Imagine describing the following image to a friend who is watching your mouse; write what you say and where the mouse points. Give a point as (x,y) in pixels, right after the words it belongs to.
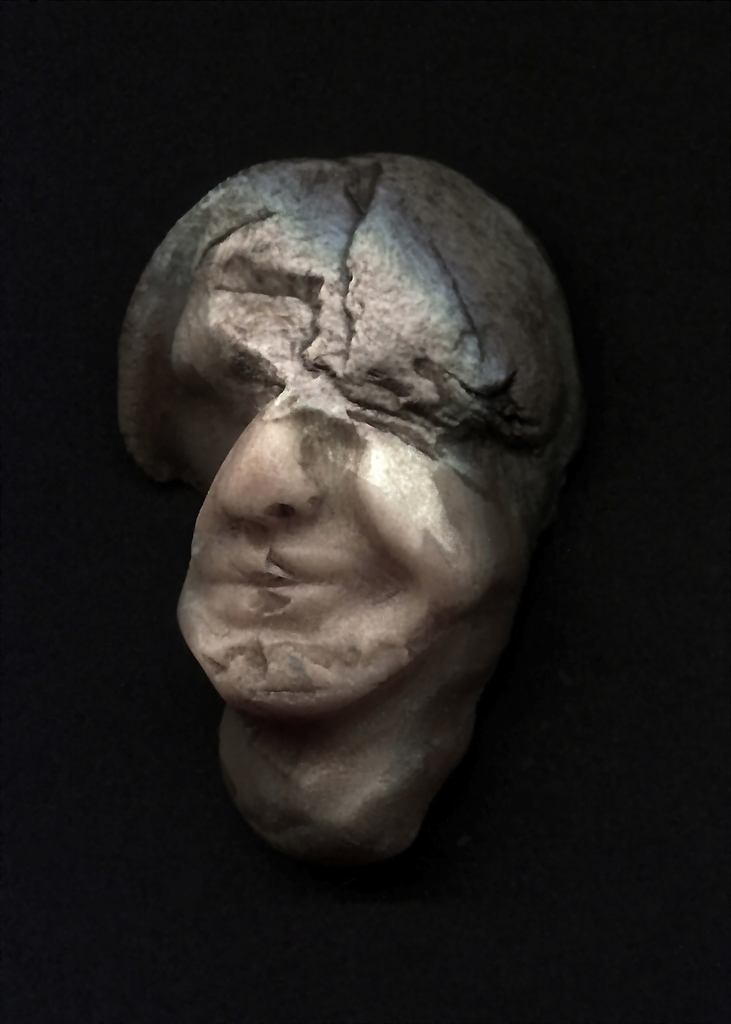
In this image there is a stone sculpture (283,305), and there is dark background (427,129).
